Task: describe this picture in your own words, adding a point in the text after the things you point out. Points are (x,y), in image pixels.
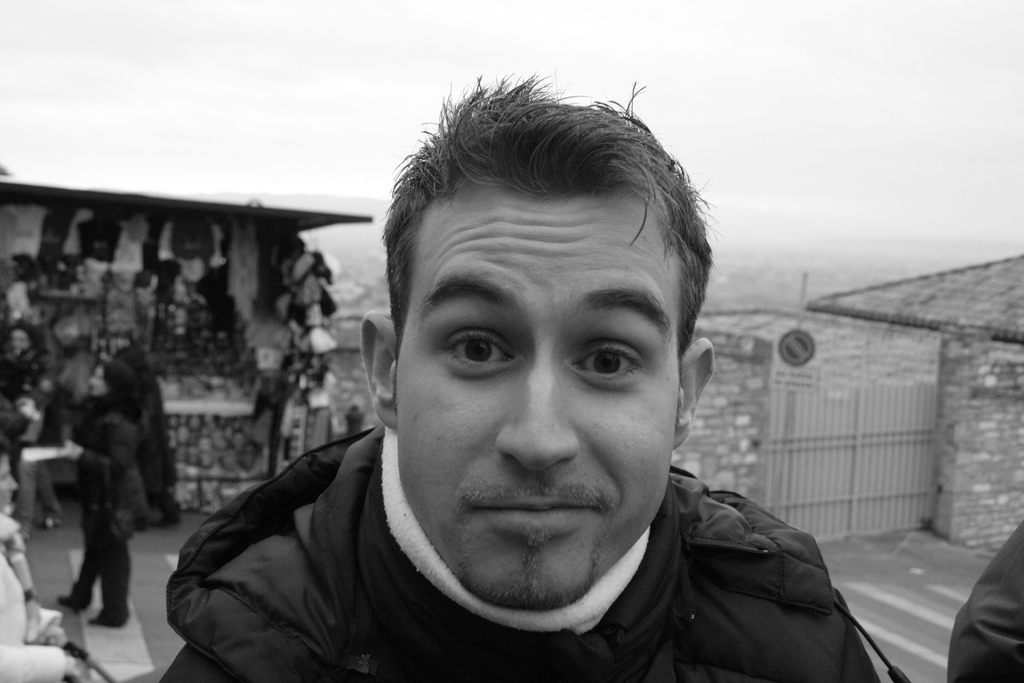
In this picture we can see a man (546,545) in the front (532,527), on the left side (147,419) there are some people (107,438) standing, on the right side (685,460) we can see a wall (726,443) and a gate (846,452), there is the sky (825,64) at the top of the picture (812,42), it is a black and white image.
